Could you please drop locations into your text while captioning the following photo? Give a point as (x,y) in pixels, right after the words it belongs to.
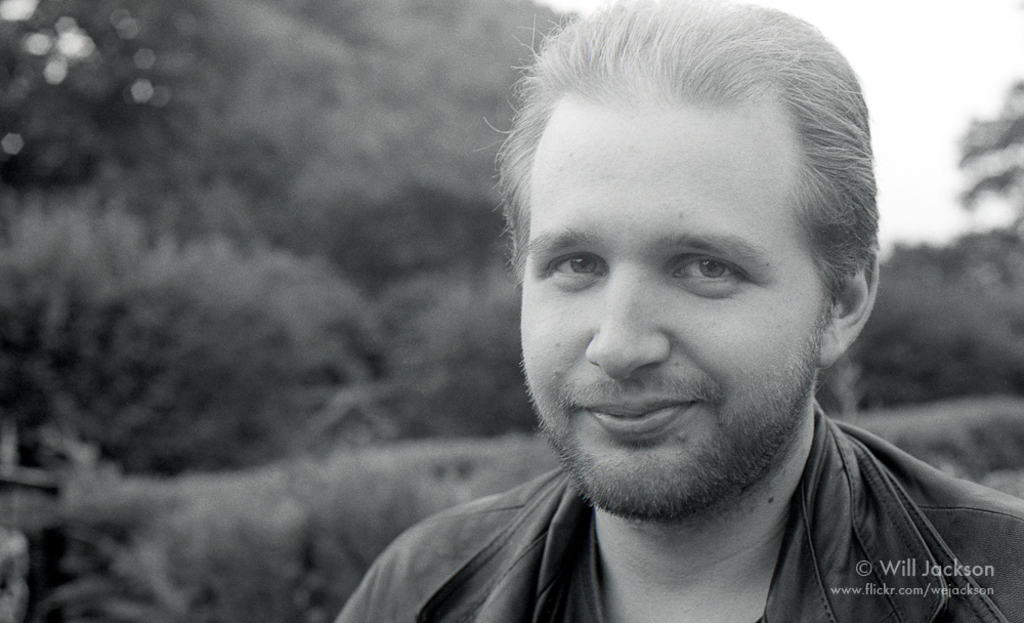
In this image we can see a man (772,188). In the background (161,307) we can see trees (322,184) and sky (913,93).
